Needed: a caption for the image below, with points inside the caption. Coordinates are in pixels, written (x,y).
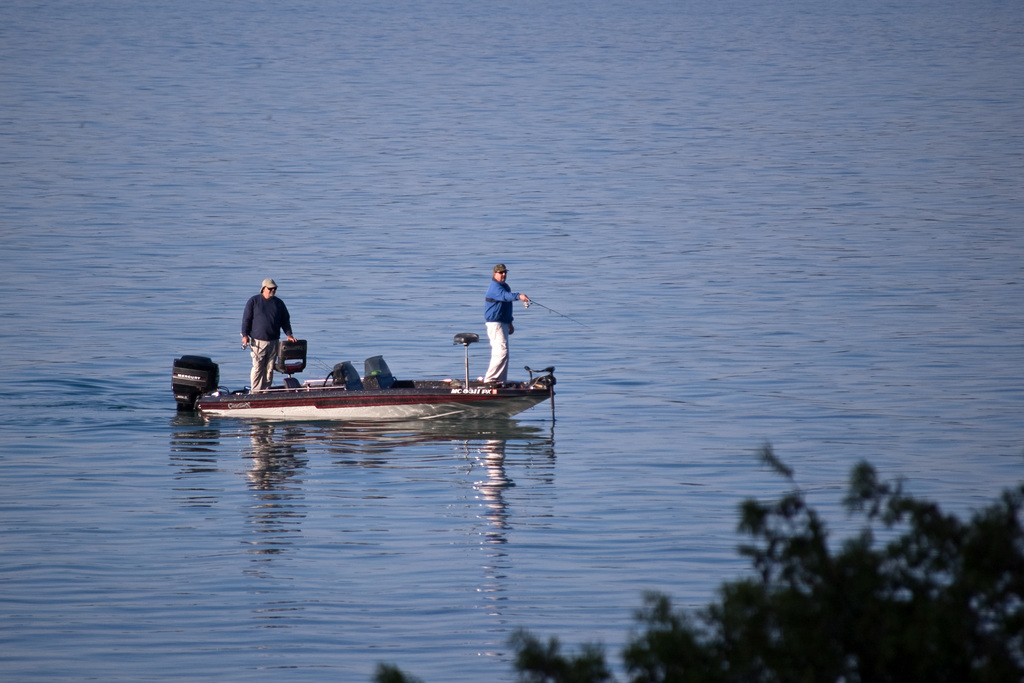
Here we can see boat (298,345) and water (490,515). On this boat (298,345) there are people (278,317).
